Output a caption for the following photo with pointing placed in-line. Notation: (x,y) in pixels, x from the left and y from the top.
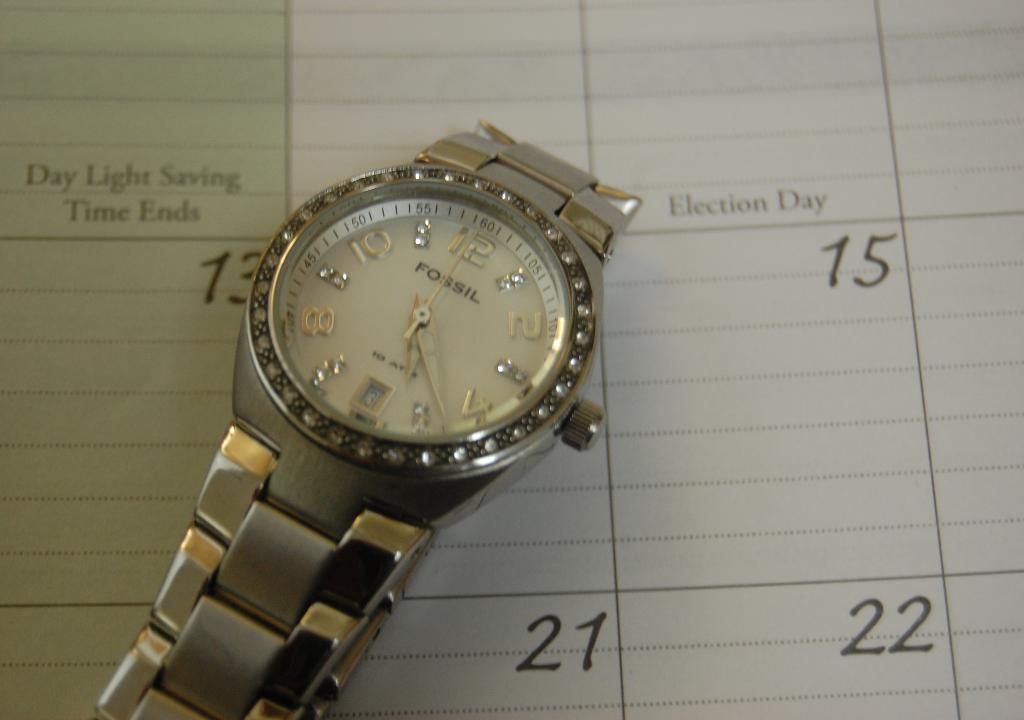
In the center of this picture (558,256) we can see a watch (449,467) and we can see the hands (421,321) of the watch (533,279) and we can see the numbers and text (172,216) on the paper (890,123) which is in the background (97,500).
